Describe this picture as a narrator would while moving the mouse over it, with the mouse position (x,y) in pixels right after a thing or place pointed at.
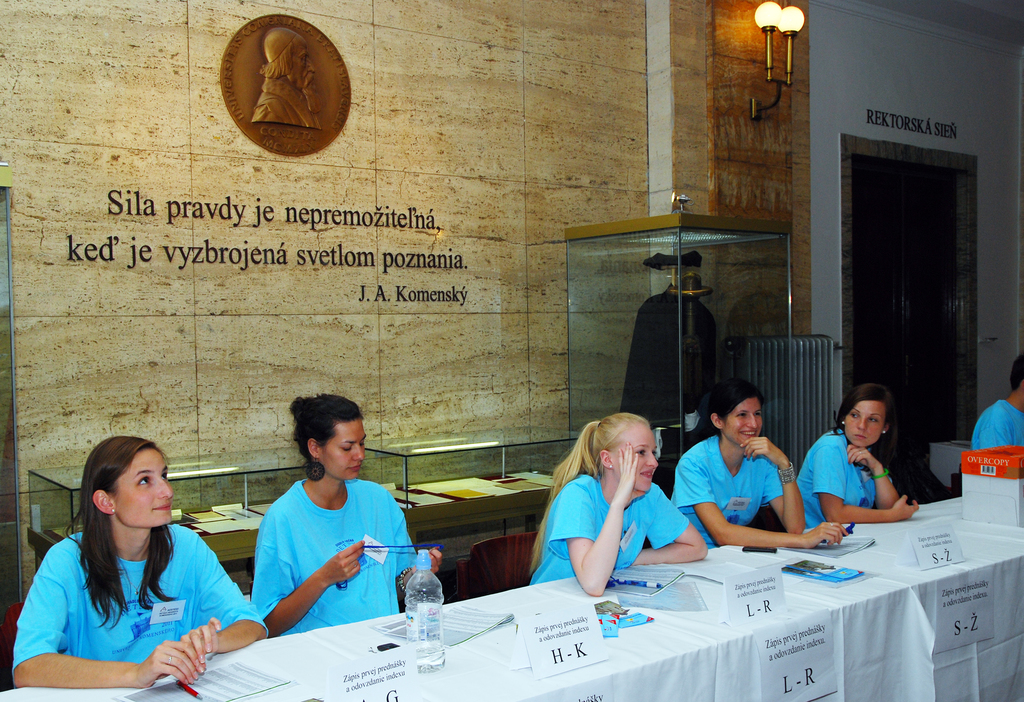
In this image we can see people (581,465) wearing blue t-shirt (711,488) are sitting near the table (459,658). We can see name boards (544,641), bottles (427,650), papers (468,628) and box (1017,486) on the table (673,631). In the background (474,398) we can see a wall (434,207), a glass box (619,250), lights (780,82) and door (856,230).
